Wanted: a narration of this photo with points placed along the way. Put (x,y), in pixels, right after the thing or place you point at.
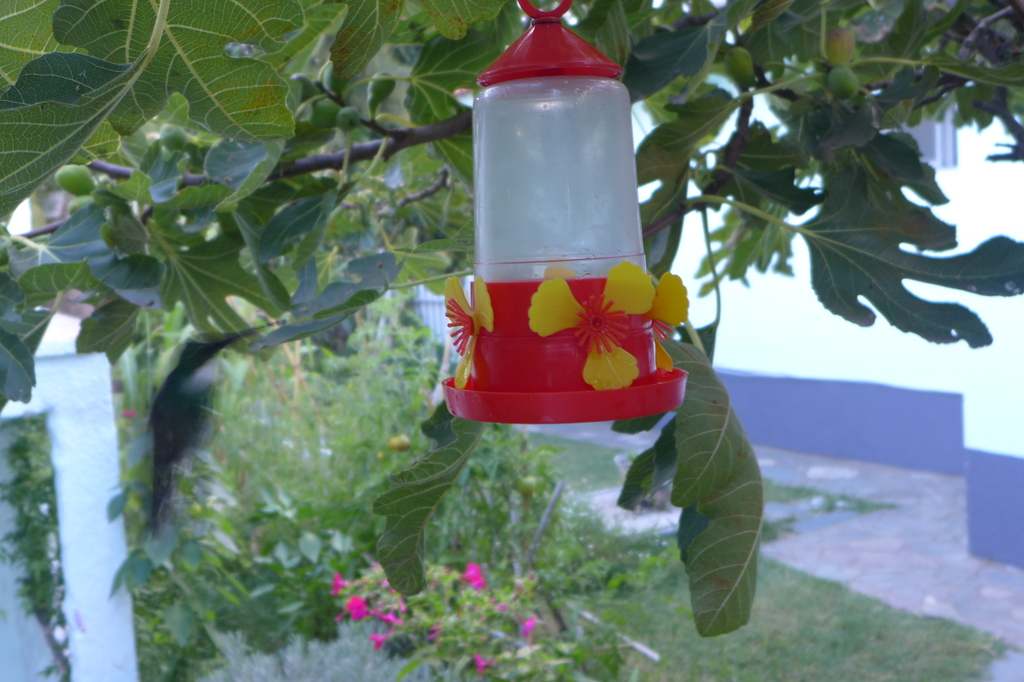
In this picture there is a red color object (530,297) and there is a tree (391,85) beside it and there are few plants (391,442) in the background (362,477).
